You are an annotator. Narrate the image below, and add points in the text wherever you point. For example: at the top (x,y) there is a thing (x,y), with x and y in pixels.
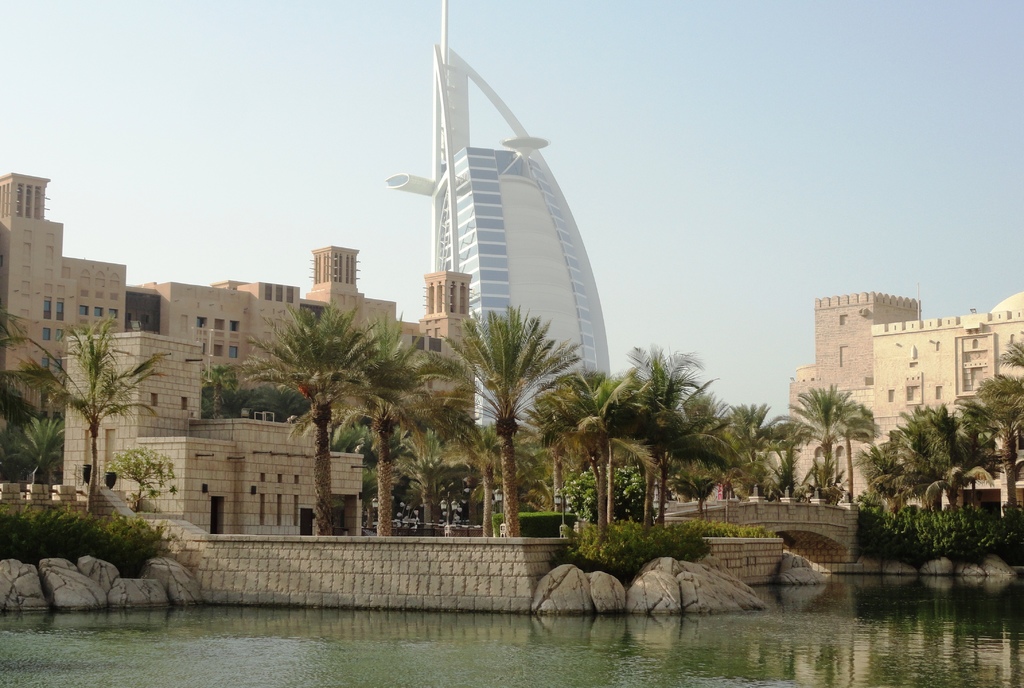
In the picture I can see the water (888,643), rocks (48,570), shrubs (705,548), trees (388,524), buildings (276,442) and the plain sky (664,256) in the background (501,113).
